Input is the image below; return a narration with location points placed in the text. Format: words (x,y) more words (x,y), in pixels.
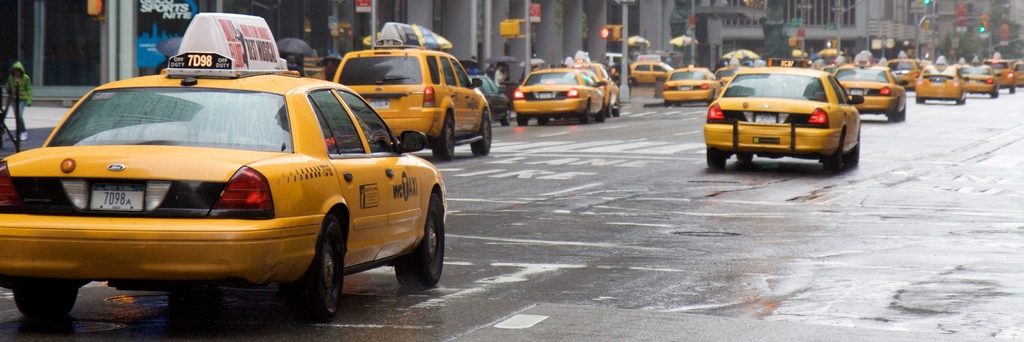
In the image there are many taxis (425,96) moving on the road (395,331) and behind the taxis (223,44) there are many buildings (450,37) and there are also few traffic signal poles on the left side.
